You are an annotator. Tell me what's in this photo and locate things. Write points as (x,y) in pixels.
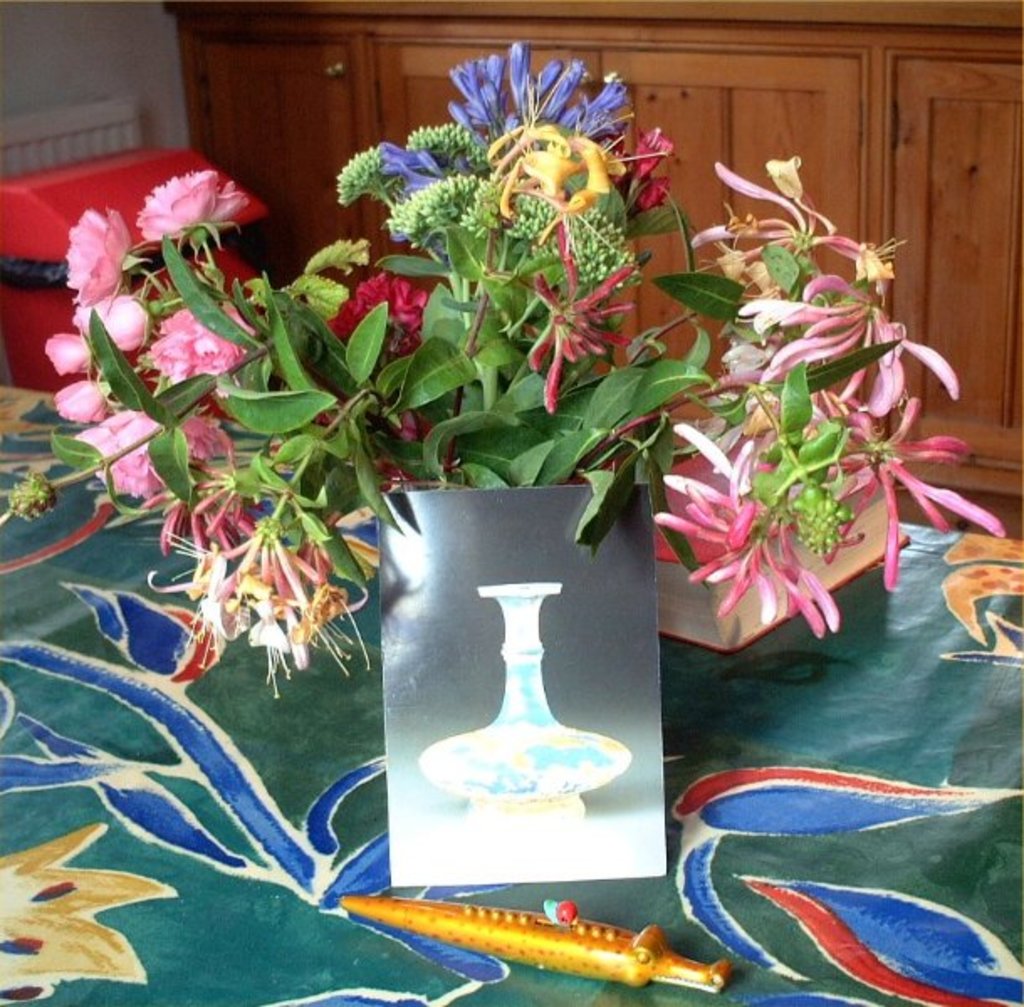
In the foreground (229,429) I can see a ornament (567,937), card (561,650) and flowers (580,429) on the table (631,896). In the background (420,55) I can see cupboards (237,160) and a wall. This image is taken may be in a room (315,630).
